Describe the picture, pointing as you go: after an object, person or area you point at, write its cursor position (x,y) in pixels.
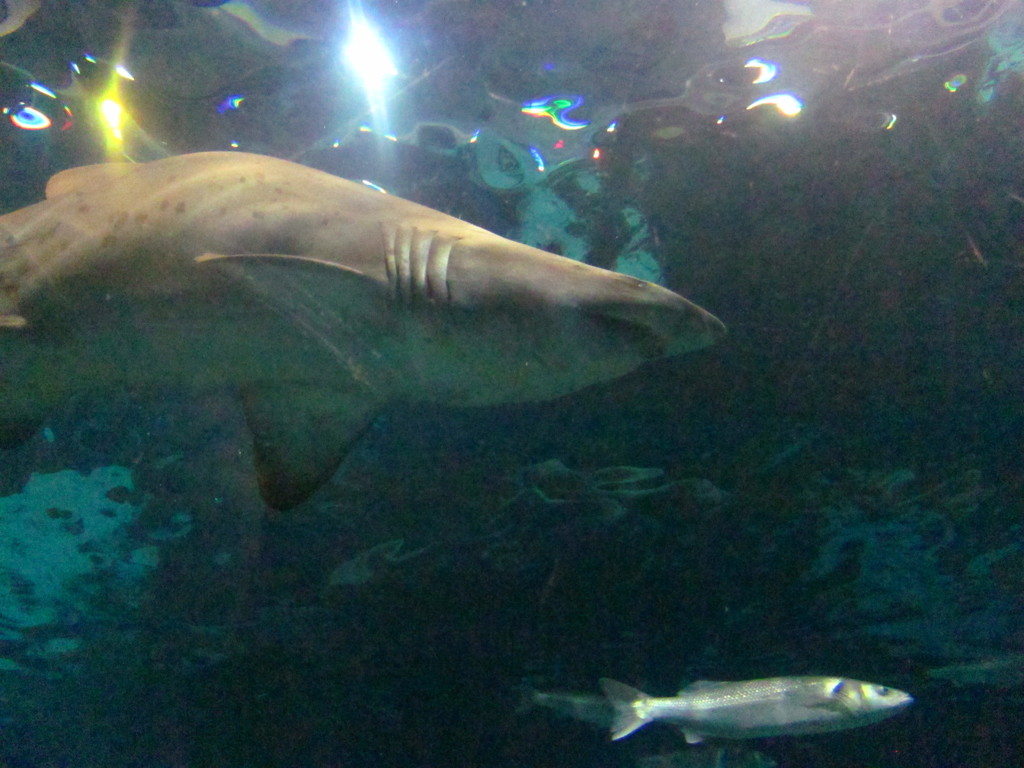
In this picture there are fishes (170,214) and there are rocks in the water (377,546).
